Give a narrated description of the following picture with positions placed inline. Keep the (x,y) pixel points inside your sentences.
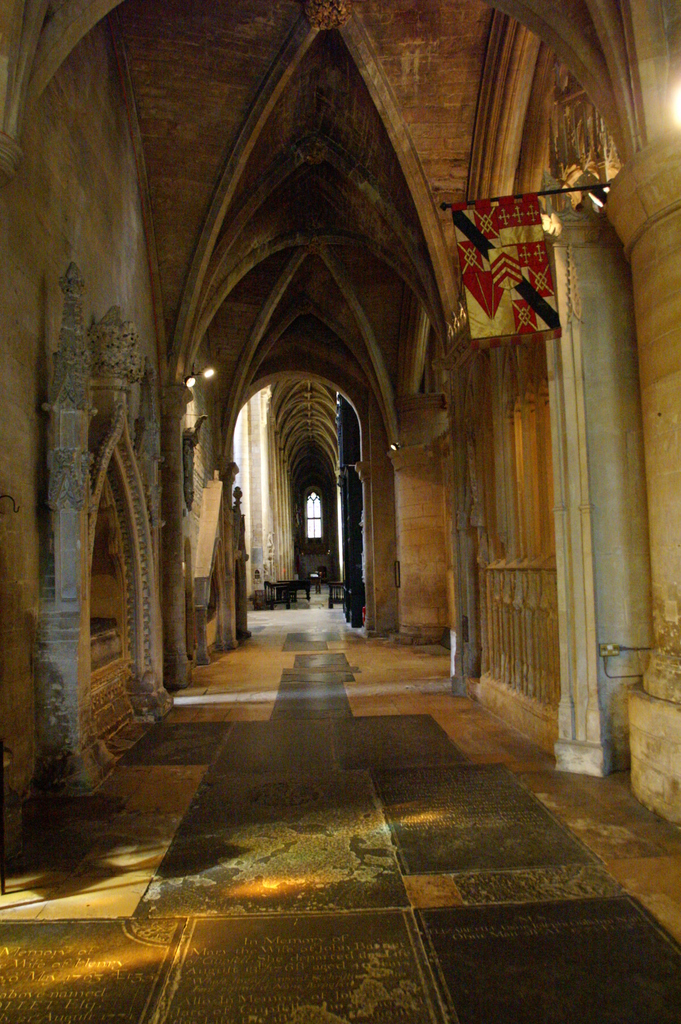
In the image on the left (154,398) and right sides on the walls (525,423) there are pillars (178,516), arches (128,555) and designs (569,254) on it. At the bottom of the image (403,768) on the floor (384,966) there are stones (223,964) with text text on it. In the background (304,593) there are few objects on the floor (351,797). And also there is a glass window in the background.
